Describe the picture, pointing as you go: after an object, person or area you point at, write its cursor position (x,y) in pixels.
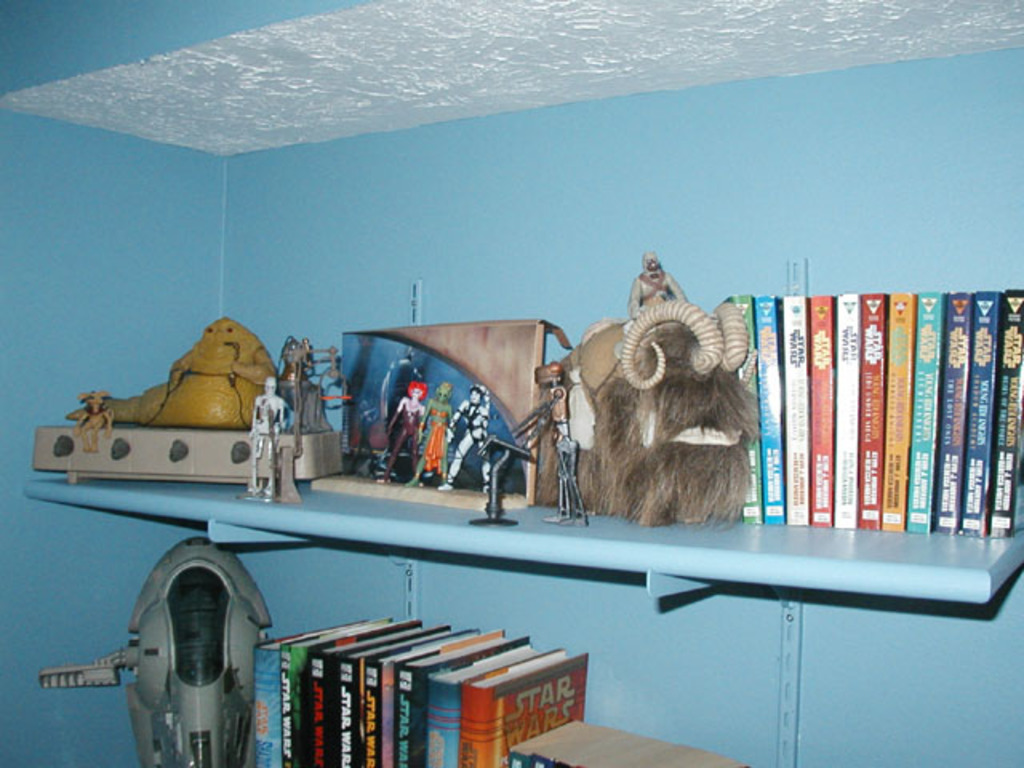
In this picture we can see a mask (701,427), books (898,376), toys (152,673) and some objects (178,552) in the racks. Behind the racks (300,481) there is a wall (610,219).
